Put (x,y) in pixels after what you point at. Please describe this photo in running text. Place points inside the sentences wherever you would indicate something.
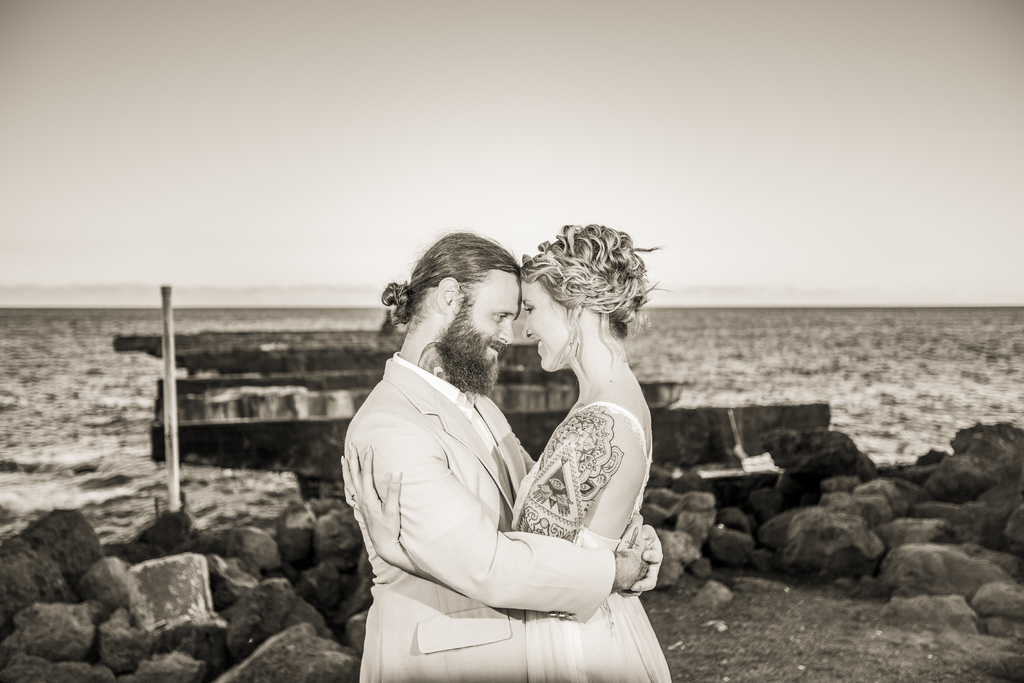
In the middle of the image (417,288) two persons (427,673) are standing and smiling. Behind them there are some stones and water (3,387). At the top of the image (946,20) there is sky (525,253).
